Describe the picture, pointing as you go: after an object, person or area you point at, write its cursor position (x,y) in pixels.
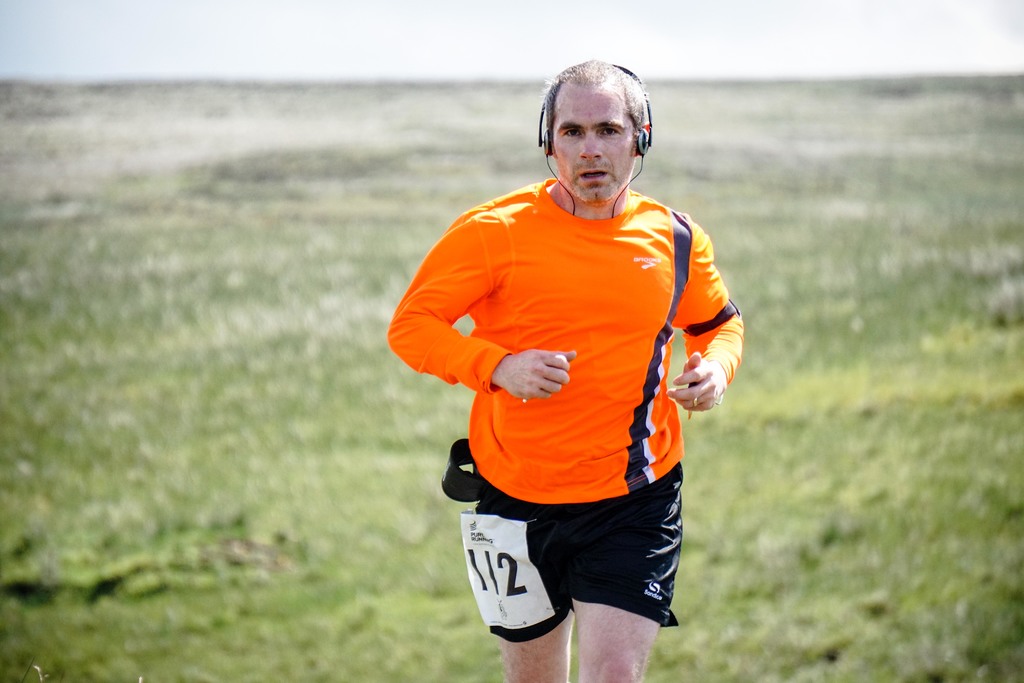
In this image I can see a person (619,376) is running and wearing orange and black color dress (610,455). Back I can see the grass (224,366) and the blurred background (62,178).
